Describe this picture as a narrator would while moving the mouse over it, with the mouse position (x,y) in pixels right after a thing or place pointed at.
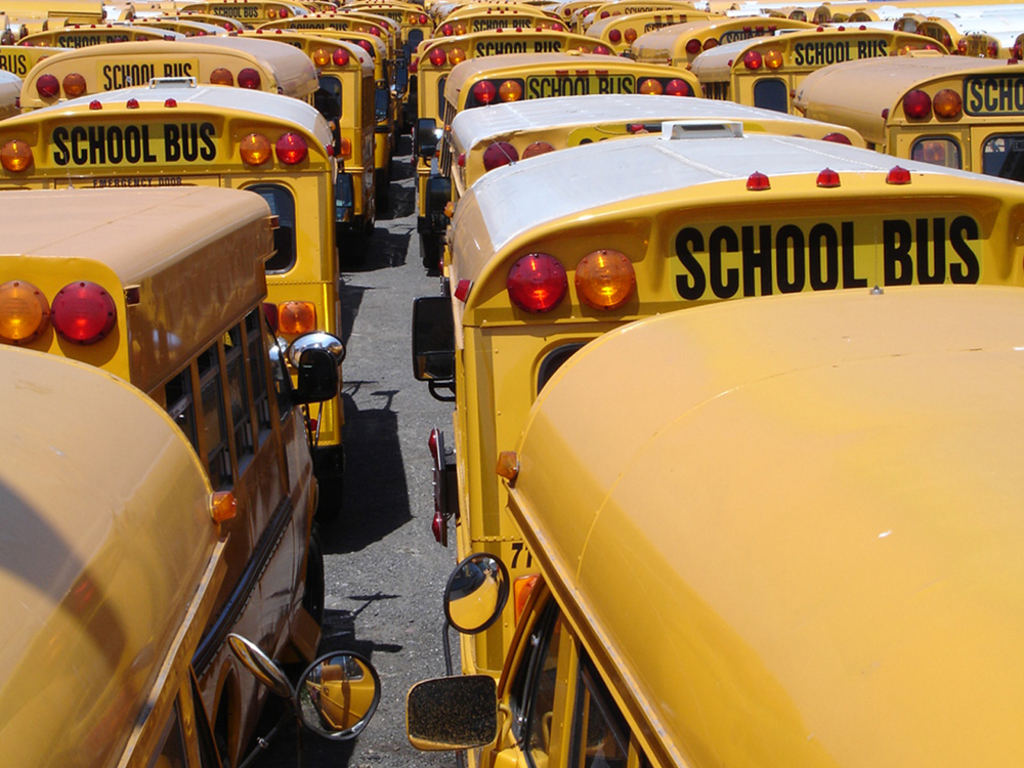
In this image I can see few vehicles (539,249). There are in yellow color. I can see few mirror (446,352), windows (278,402) and lights (603,274).
